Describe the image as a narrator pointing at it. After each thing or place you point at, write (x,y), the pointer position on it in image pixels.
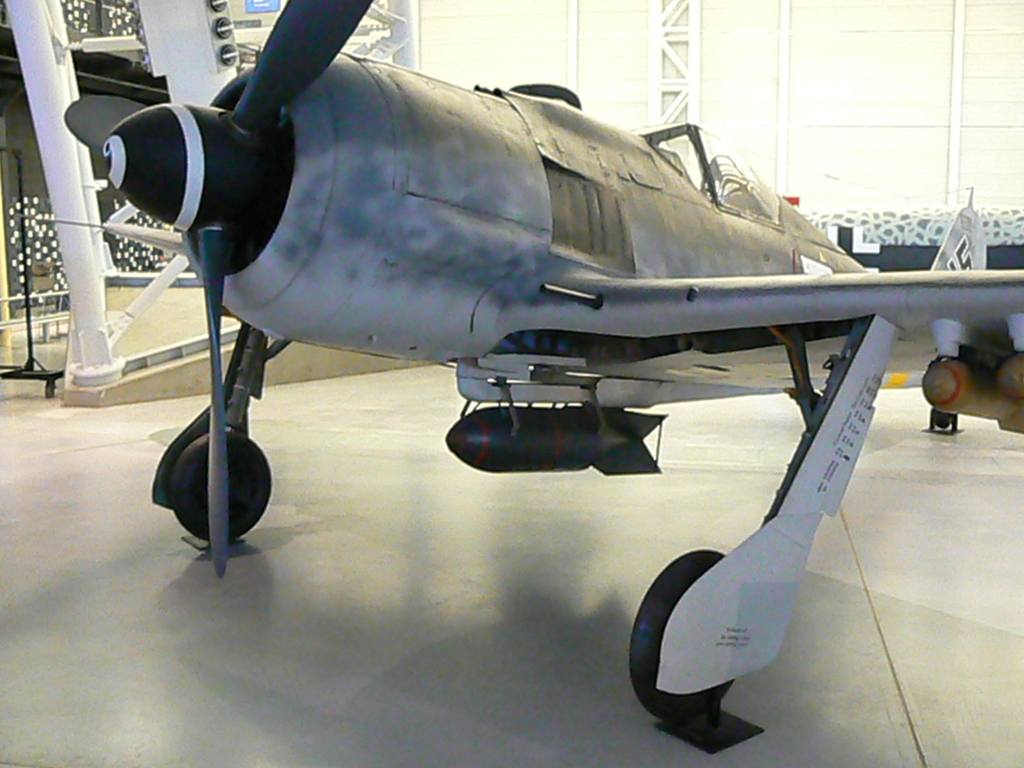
In this image there is an aircraft (484,207) on the floor (755,526). In the background (139,70) there is a wall (1020,73) and some metal structures (55,20) and there are lights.
